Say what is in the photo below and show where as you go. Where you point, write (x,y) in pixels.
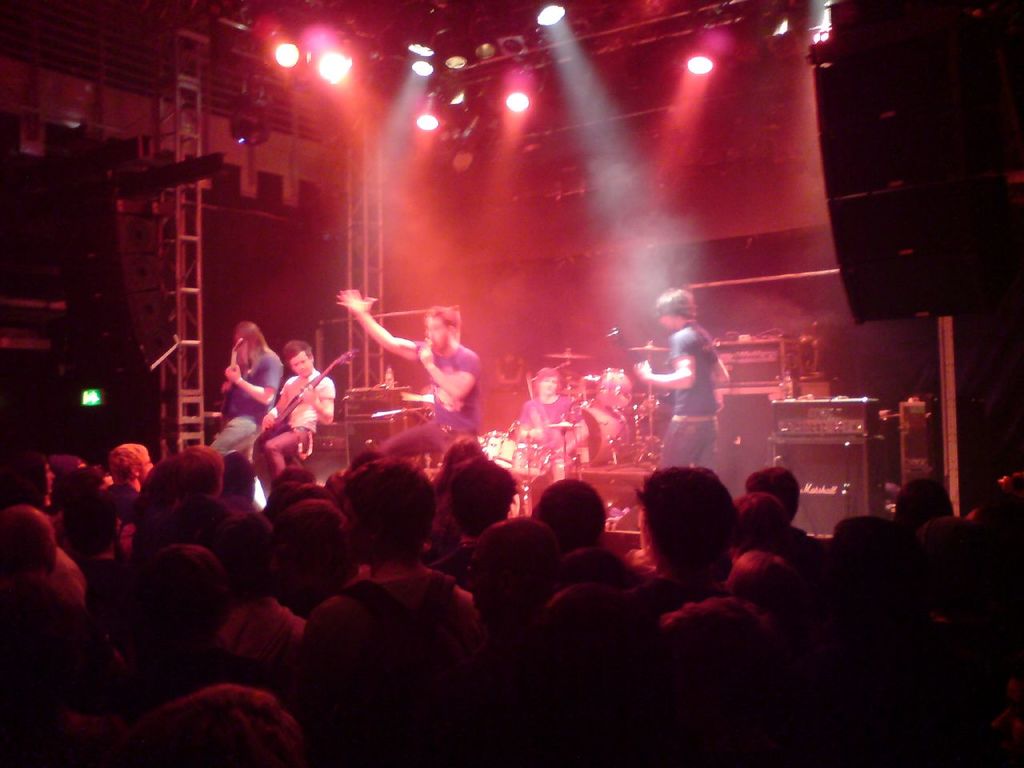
In this picture we can observe a music band (331,390) on the floor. We can observe three members (685,445) playing guitars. There is one person (559,404) sitting in front of the drums (510,442). We can observe another person (433,357) singing, holding a mic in his hand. There are red and white color lights (550,19). We can observe some people (361,606) in front of the stage (609,474).
